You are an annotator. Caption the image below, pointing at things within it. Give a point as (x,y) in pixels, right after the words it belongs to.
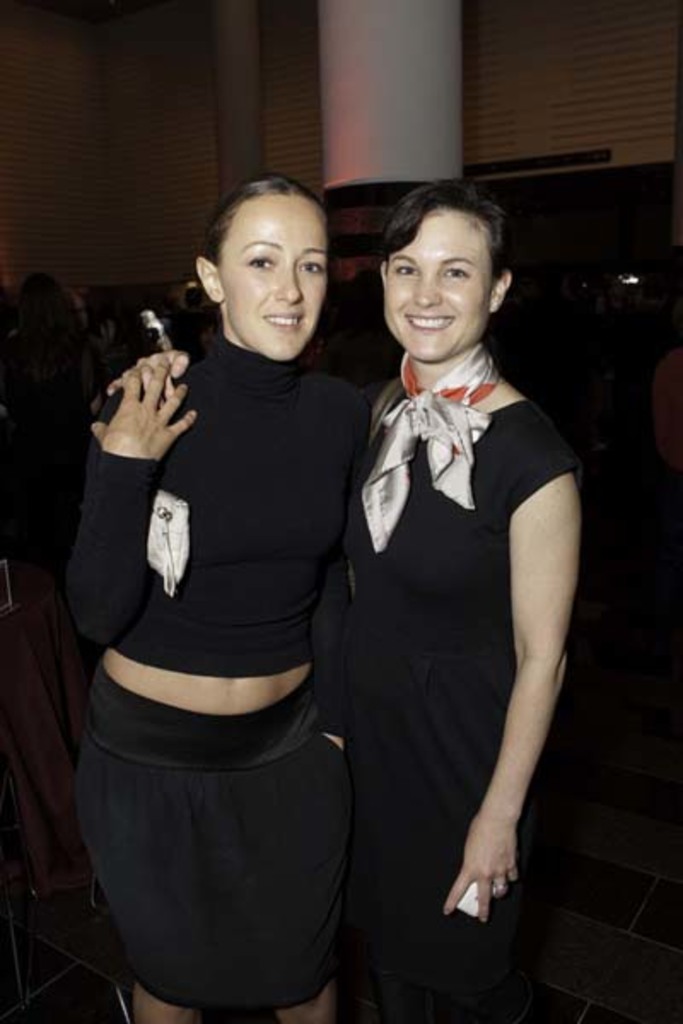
In the picture I can see two women (296,611) are smiling. These women (284,616) are wearing dark color clothes (259,763). In the background (264,30) I can see pillar (379,118) and some other objects (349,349).
